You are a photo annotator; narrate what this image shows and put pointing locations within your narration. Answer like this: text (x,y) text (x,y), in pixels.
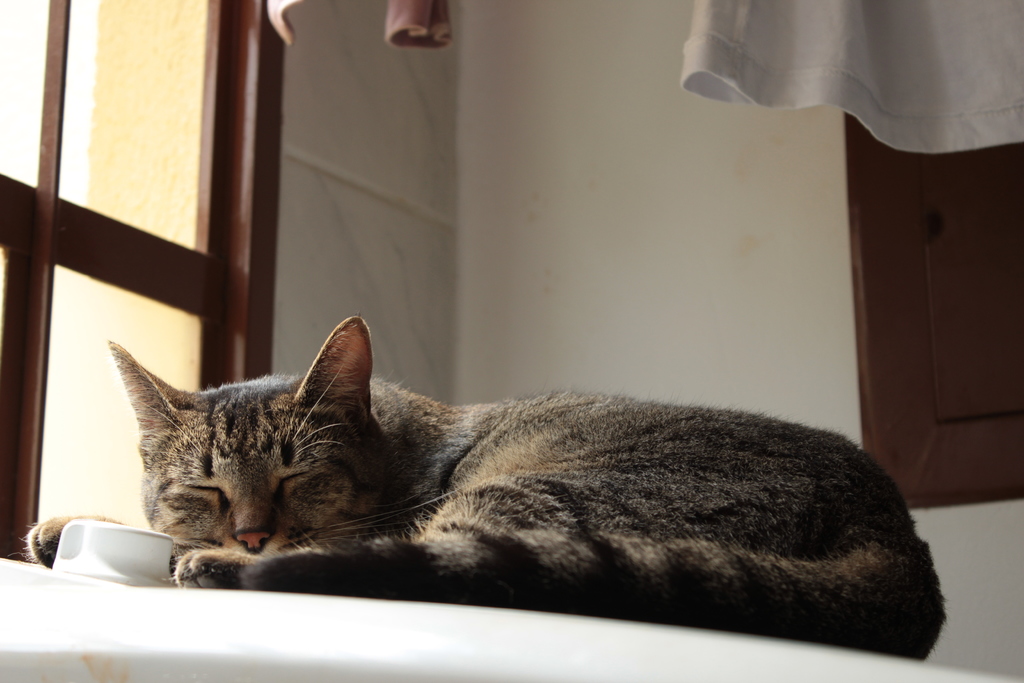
In the center of the image (466,423) a cat (463,565) is present. At the top of the image (536,154) we can see a wall (770,227), cloths (938,130), windows (93,220) are there.
